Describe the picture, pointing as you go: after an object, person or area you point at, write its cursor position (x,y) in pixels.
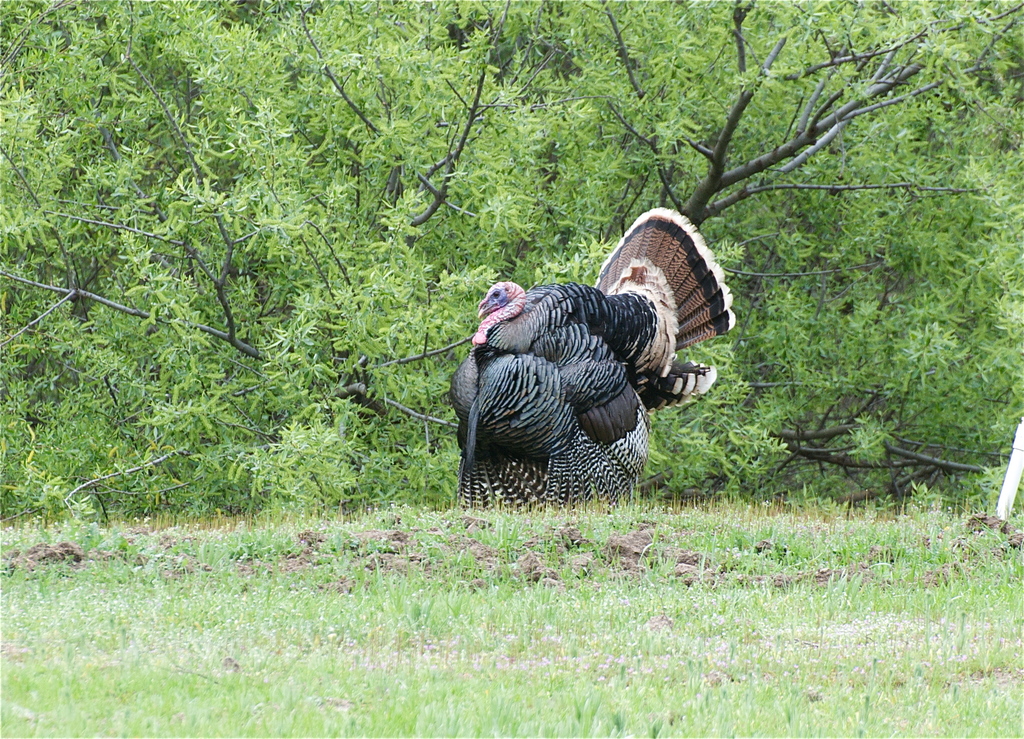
In the foreground (588,556) we can see soil (559,565) and grass (561,511). In the middle (601,365) there is a bird (479,409). In the background (359,168) there are trees (112,368).
